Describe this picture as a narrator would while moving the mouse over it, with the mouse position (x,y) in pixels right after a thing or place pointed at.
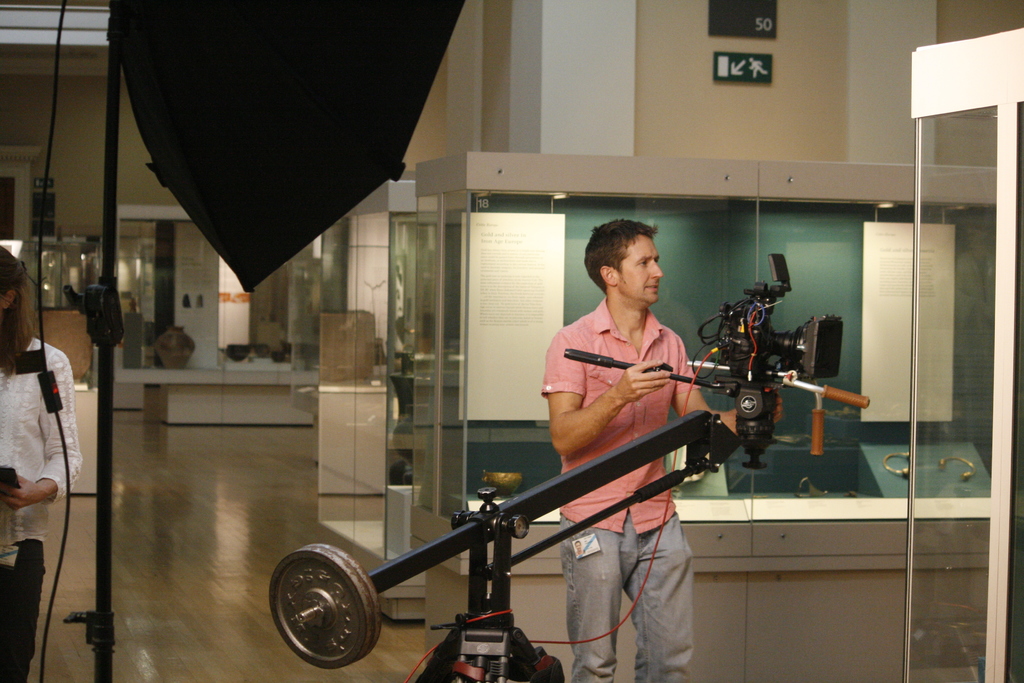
In this picture I can see a woman (7,366) and a man (622,274) and I see that the man (622,398) is holding a black color thing (633,363) in his hand (654,382) and I see an equipment (674,442) in front (748,407), on which there is a camera (736,349) and I see a wire (685,400) and a black color thing (226,173) and in the background (48,191) I can see the wall (505,122) and I see the glasses (395,222) and the lights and I see few boards (766,14) on which there are signs (745,13).
